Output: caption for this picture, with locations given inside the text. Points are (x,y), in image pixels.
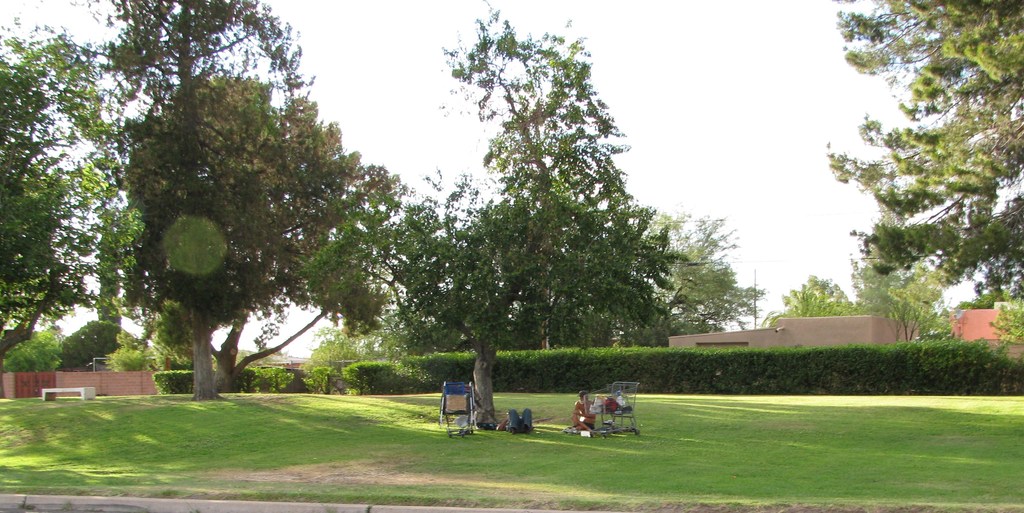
In this picture I can see in the middle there is a shopping cart (604,429), few people (530,425) are there. There are trees (473,329) and bushes (387,368), at top (436,98) there is the sky (441,115). On the right side (974,318) it may be rooms (843,340).
